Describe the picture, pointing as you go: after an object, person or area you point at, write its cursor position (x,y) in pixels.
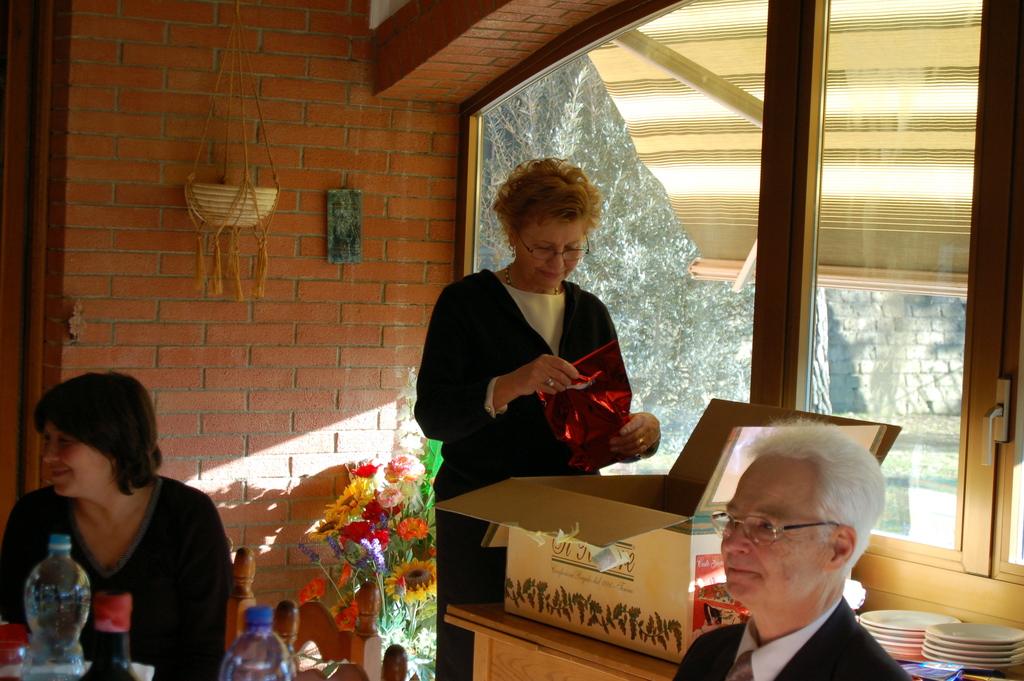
In this image this old man (781,592) is sitting on the right side of the image (818,630). This woman (157,546) is sitting on the left side of the image (127,589). There are few bottles (96,659) placed on the table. This is the brick wall (301,164) where a wall hanging (259,202) is placed. This women (510,411) is standing is holding a cover (626,410) in her both hands (648,435). This is the flower bouquet (409,572). In the background of the image (674,344) there are few trees (656,213).
